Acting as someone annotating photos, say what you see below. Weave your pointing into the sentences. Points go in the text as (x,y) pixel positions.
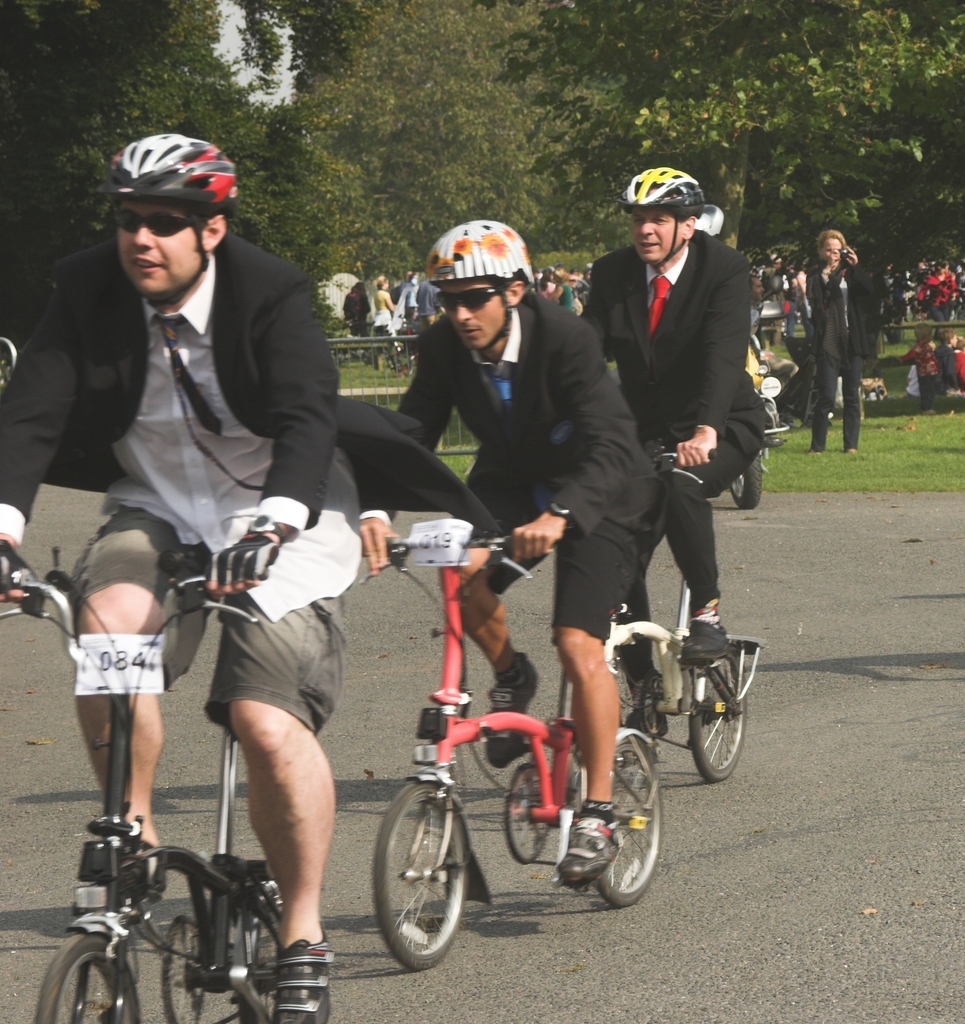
In this image I can see three persons (261,502) riding the bicycles (118,805) on the road (497,976) by wearing black suit (634,324) and helmets (507,239). In the background (477,99) I can see some trees (497,104). On the right side of the image (834,327) I can see a person (824,316) standing and holding some device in hands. In the background (942,296) there are number of people (928,297) standing.
